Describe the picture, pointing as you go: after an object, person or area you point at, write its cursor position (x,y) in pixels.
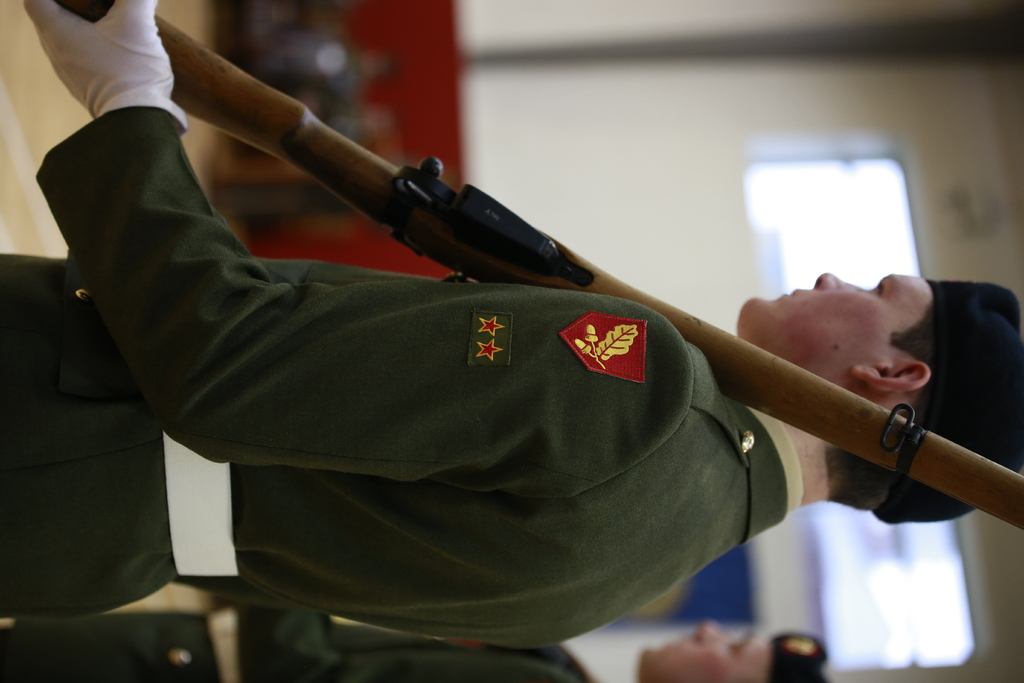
In the center of the image (616,351), we can see a man (577,366) wearing cap (953,364) and holding a gun (304,157). In the background (770,70), there are some other people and we can see a wall (635,121).
